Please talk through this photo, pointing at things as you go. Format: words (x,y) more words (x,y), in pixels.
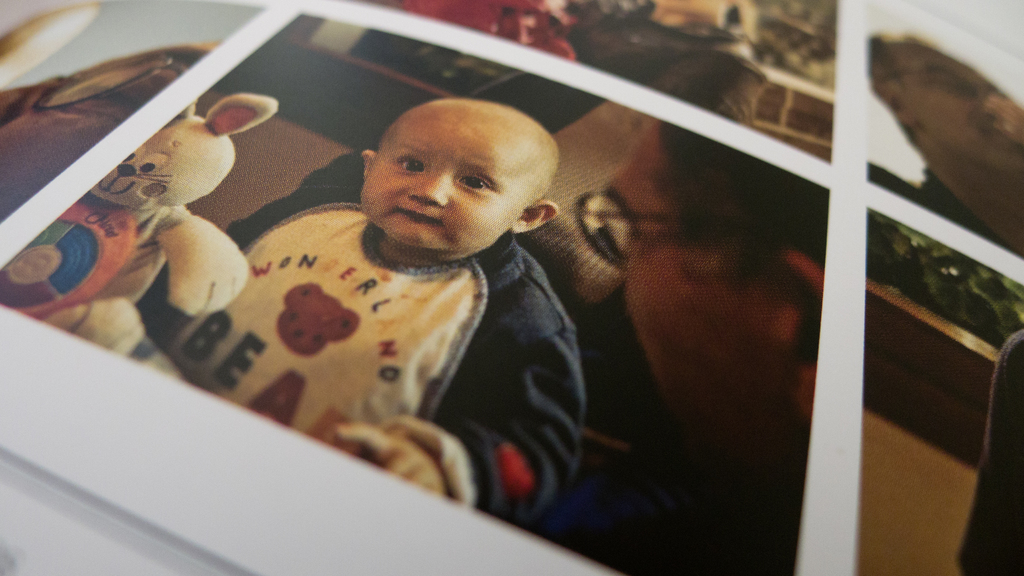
In this image we can see the collage photo of some pictures (936,275) and we can see a baby (298,389) in the middle of the picture (382,381) and we can see a toy (139,257) beside the baby (164,327) and there is a person's face (767,350) and we can see some other things (919,428).
